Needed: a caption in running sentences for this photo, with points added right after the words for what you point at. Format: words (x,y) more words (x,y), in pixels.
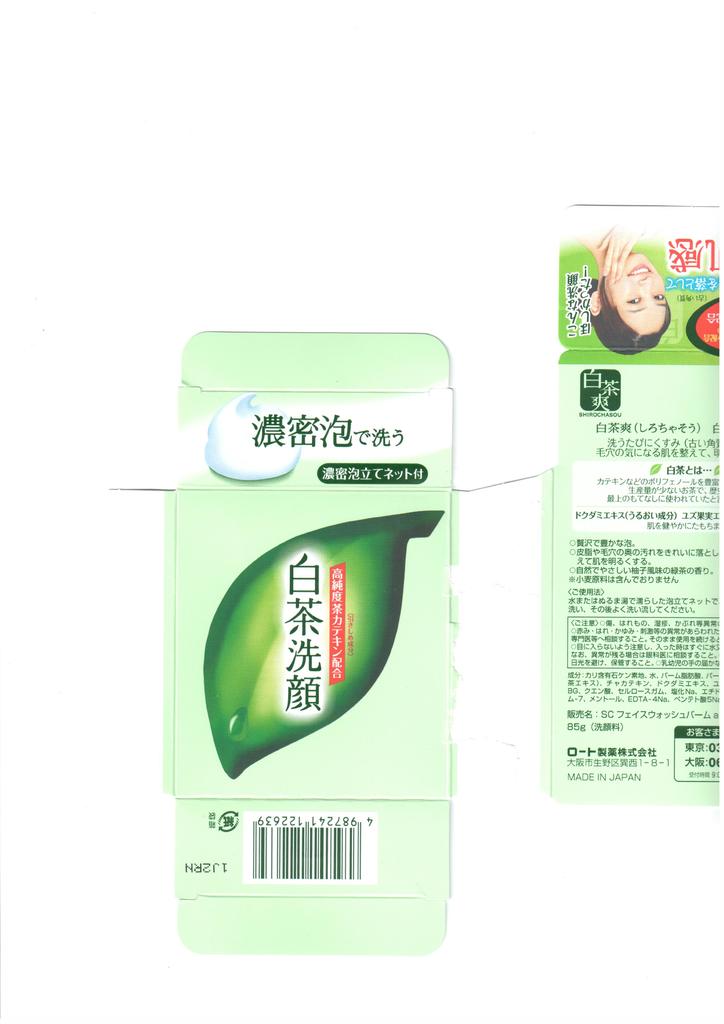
In this image, we can see text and logos (375,570) on the tags (386,675).
